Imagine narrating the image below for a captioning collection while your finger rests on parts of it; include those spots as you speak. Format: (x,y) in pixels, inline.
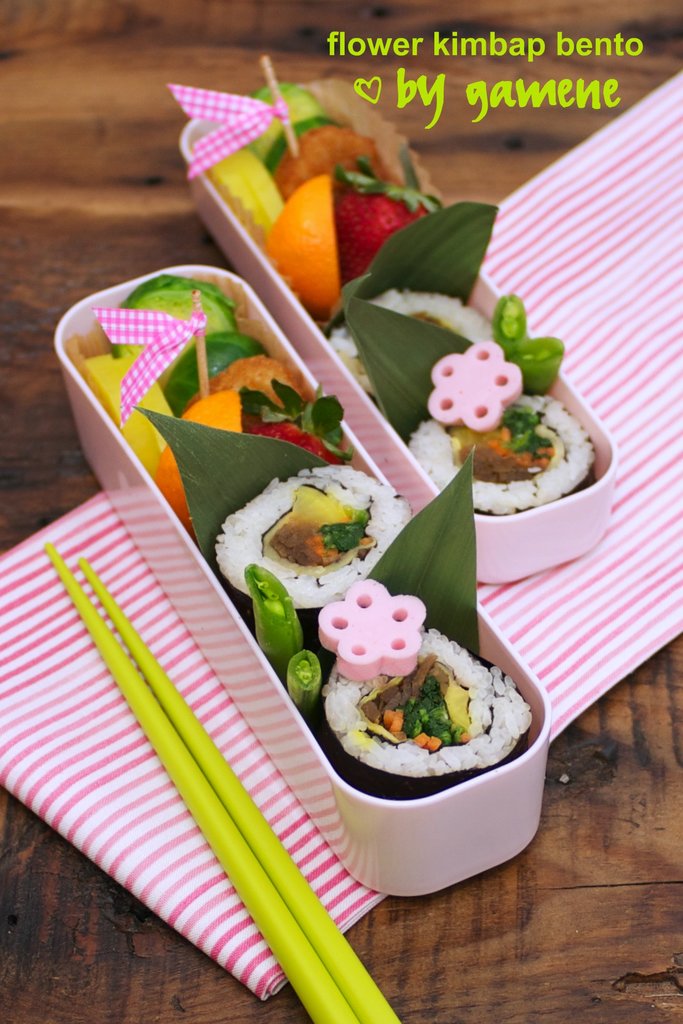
In this trays (516,543) we can able to see food (410,702) with toothpicks (195,298). Under this food tray (497,535) there is a cloth (547,622). Here we can able to see green color chopsticks (223,766). These are kept on wooden surface (511,884).
